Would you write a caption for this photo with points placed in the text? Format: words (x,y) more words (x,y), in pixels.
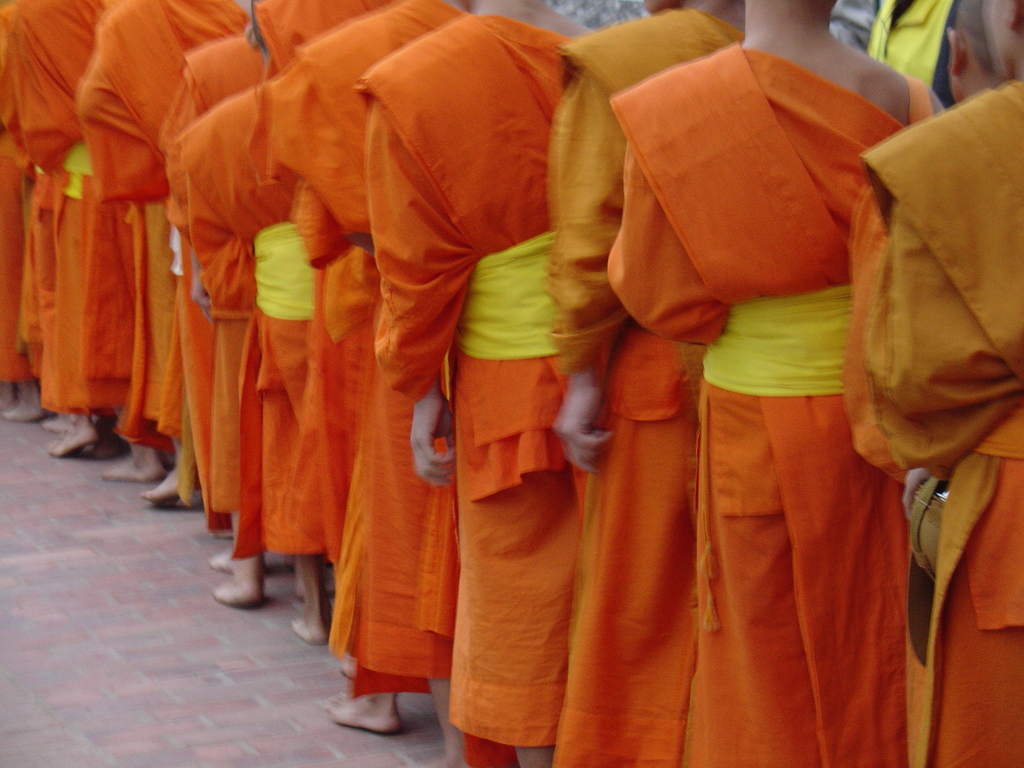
In the image there are many persons (290,82) standing in line on the floor (208,683), they all wore orange color dress (229,447), they seems to be monks (304,167).
